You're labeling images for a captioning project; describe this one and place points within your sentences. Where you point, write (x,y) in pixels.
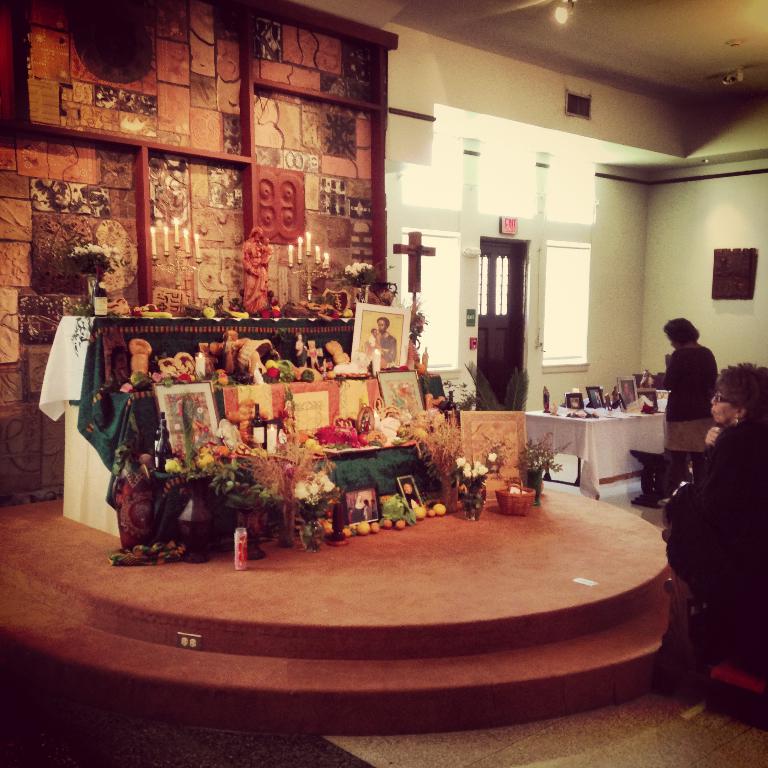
As we can see in the image there is a white color wall (615,246), window (566,278), candles (298,248), some photo frames (207,406), two people (693,495) over here.
